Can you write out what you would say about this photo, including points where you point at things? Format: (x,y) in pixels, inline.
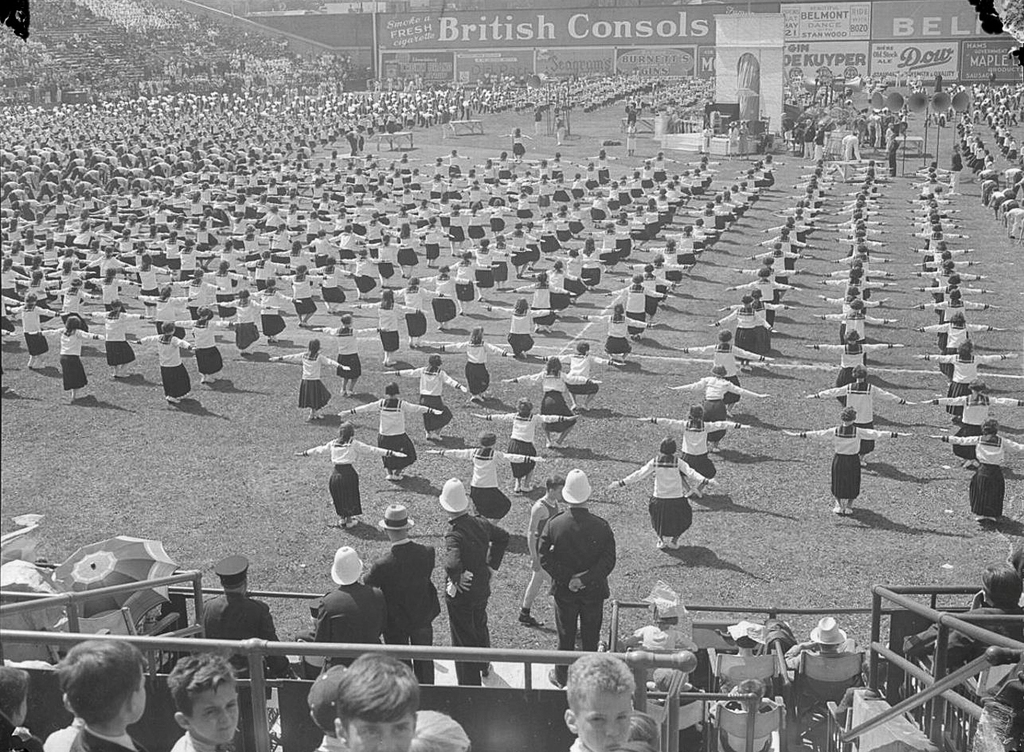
This is a black and white picture. Here we can see crowd (385,349) and there are boards (586,72).
